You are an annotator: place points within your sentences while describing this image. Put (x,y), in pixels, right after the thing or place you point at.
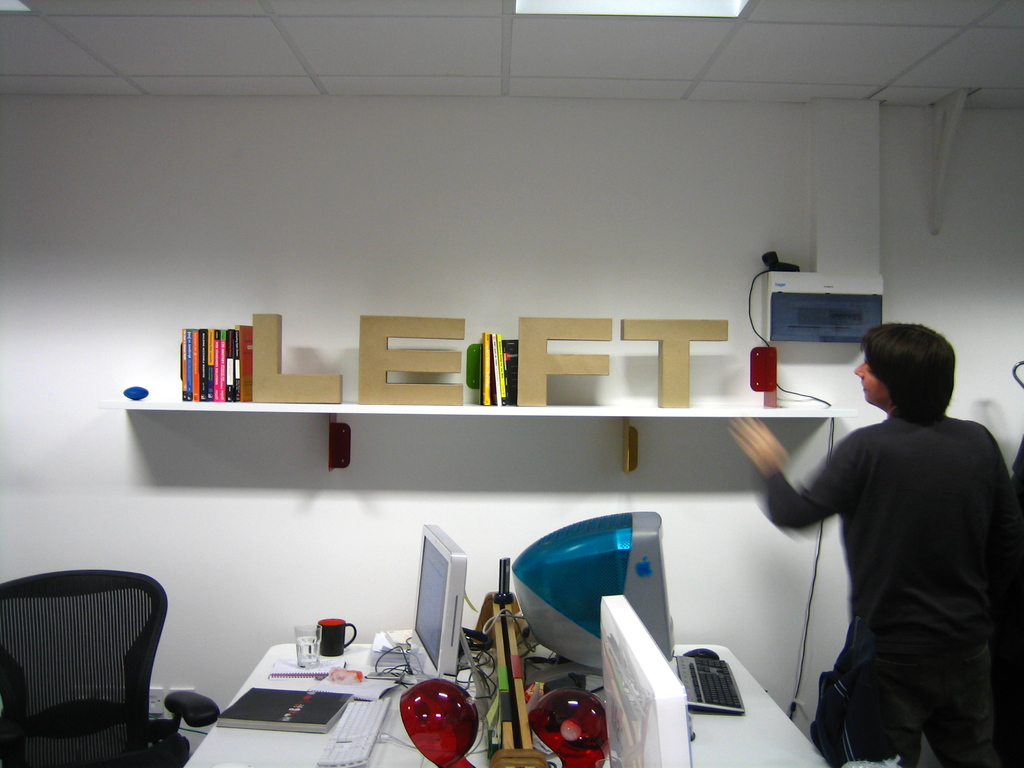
In the center of the image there is a table (277,762) and on top of the table (276,741) there are monitors (554,620), keyboards (706,686), books (388,682), cup (332,647), glass (305,641) and a few other objects (460,724). At the left side of the image (199,699) there is a chair (48,636). On the right side of the image (890,579) there is a person (893,667). On the backside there is a shelf (113,406) and on top of it there are books (248,354) and we can see a wooden letters (360,354). Behind the shelf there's a wall (511,163). On top (747,26) the image there is a ceiling (311,34).
